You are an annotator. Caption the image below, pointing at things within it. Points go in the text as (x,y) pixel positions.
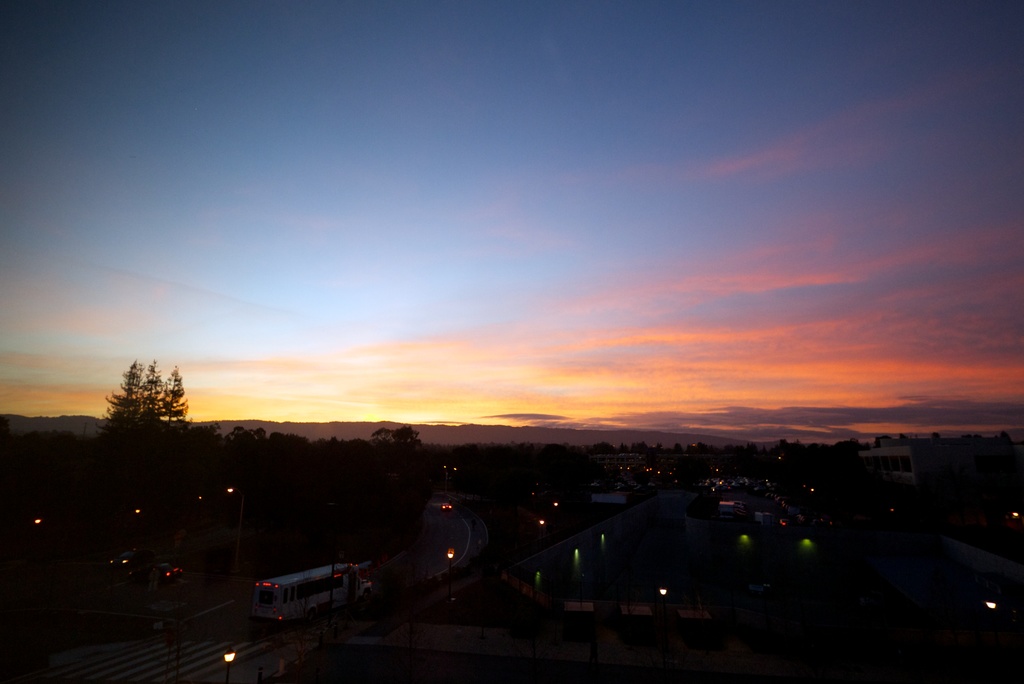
In this picture I can see trees (696,450), buildings (984,457) and few vehicles (790,520) on the roads (143,616) and I can see lights (536,577) and a blue cloudy sky (586,269).
